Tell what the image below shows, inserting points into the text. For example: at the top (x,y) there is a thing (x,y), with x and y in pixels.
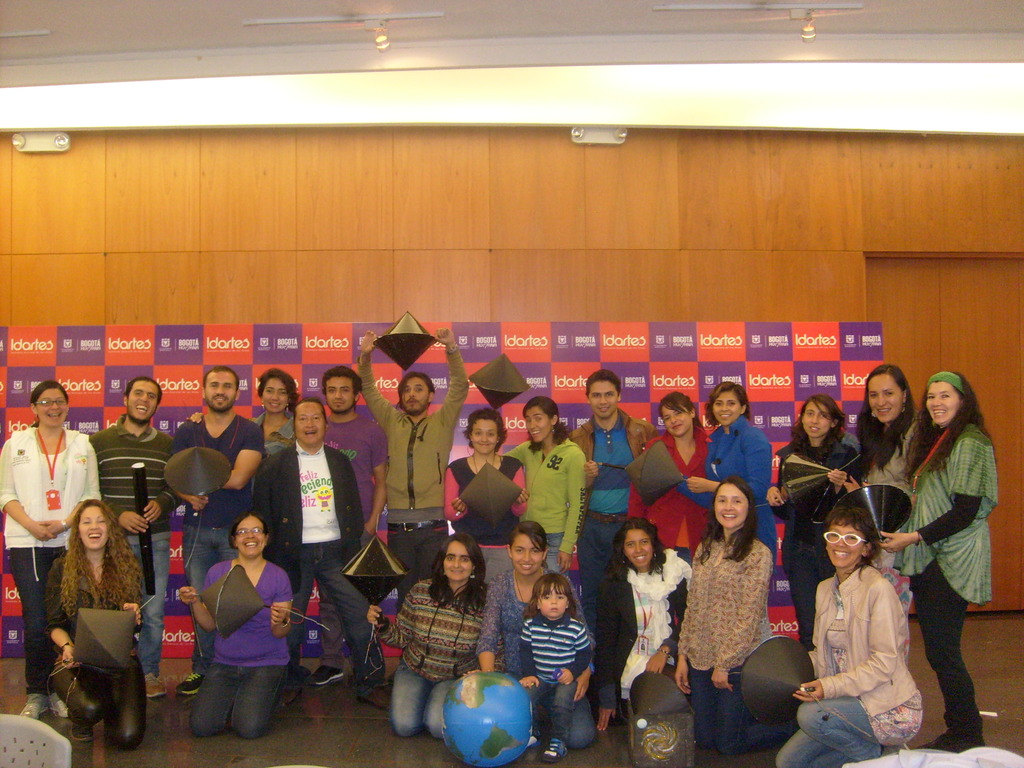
In this image we can see people (424,418) holding objects (859,504) in their hands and we can also see a banner (733,321) with some text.
